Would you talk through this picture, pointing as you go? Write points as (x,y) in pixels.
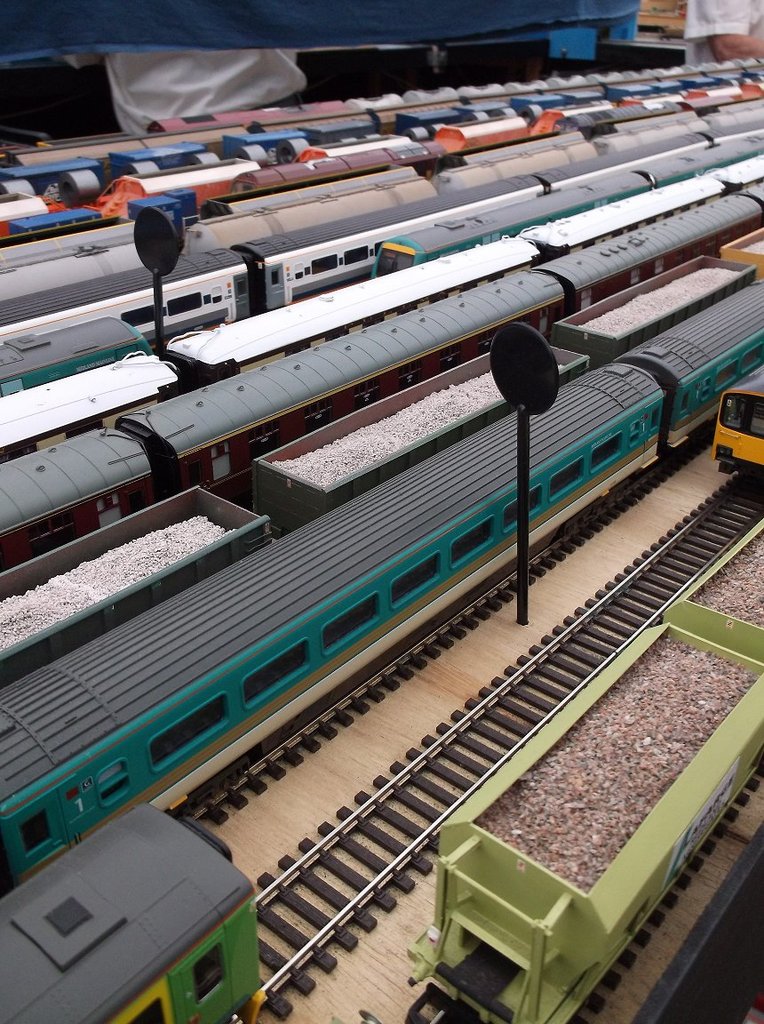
It's a miniature (389,626), these are the trains (695,315) and tracks (504,740).
